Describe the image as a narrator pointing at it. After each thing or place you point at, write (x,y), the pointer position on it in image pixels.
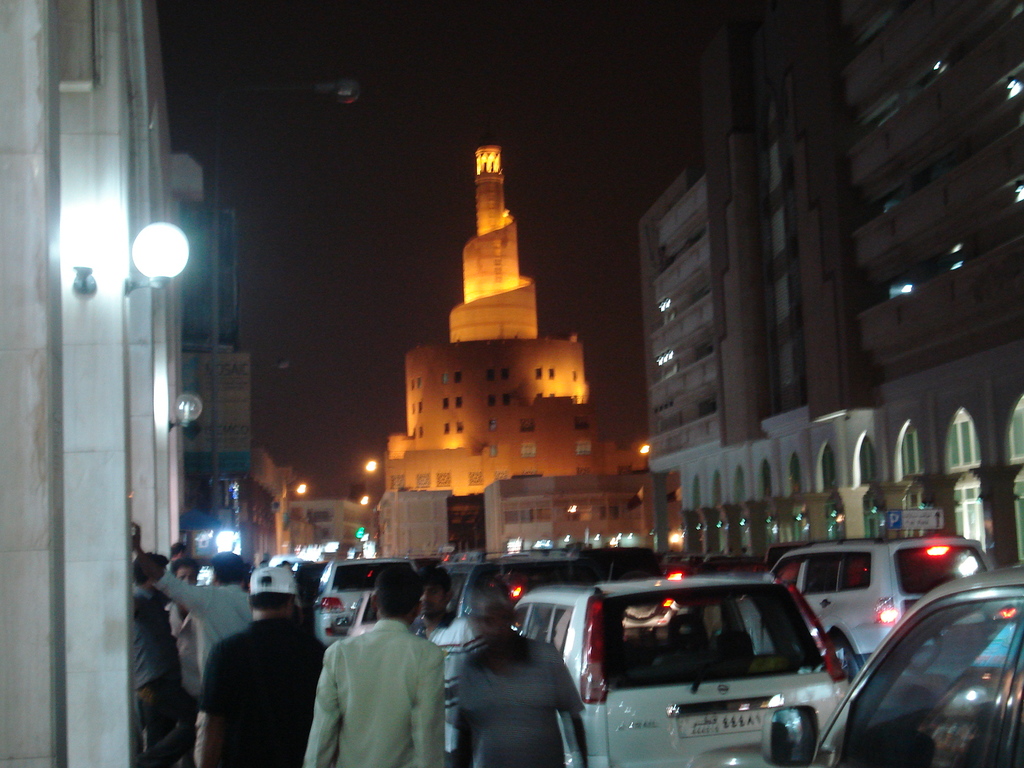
In this picture we can observe some cars (537,628) on the road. There are some men (266,652) standing on the side of the road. We can observe lamps (162,250) fixed to the pillar (81,133). There are some buildings (518,336). In the background (352,255) there is a sky (379,199) which is completely dark.
